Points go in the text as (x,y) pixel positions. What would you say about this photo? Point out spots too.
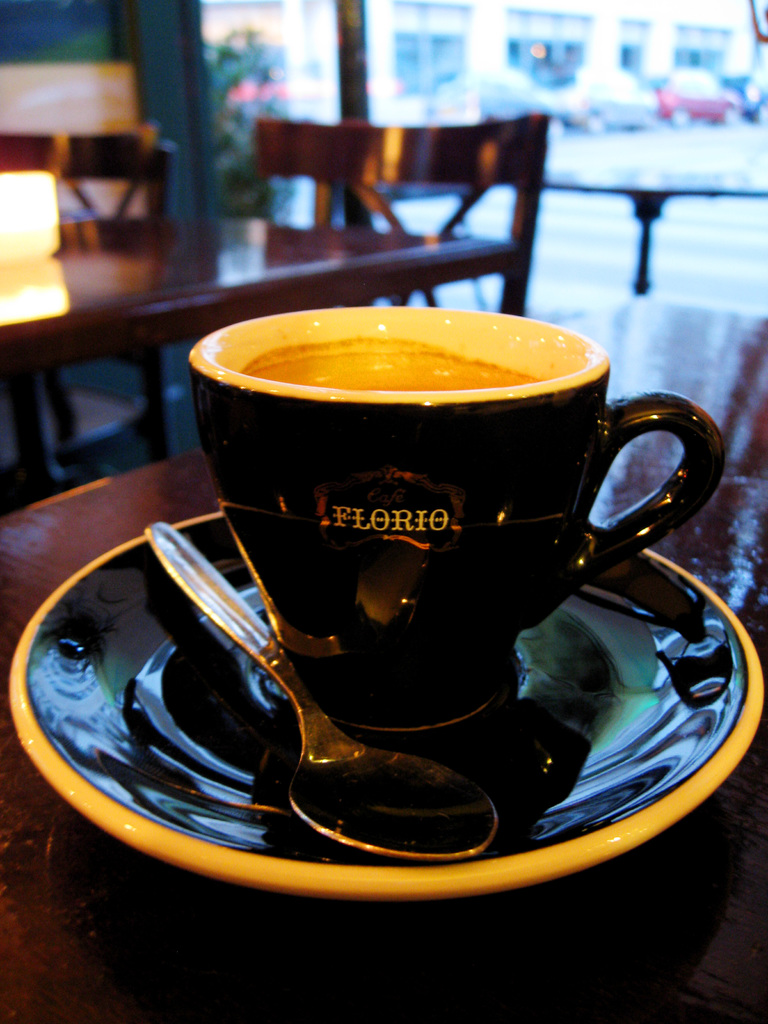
In this image there is a black color cup (338,653) kept in a black color saucer (196,714), there is a spoon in a table (748,398) and in back ground (553,4) there are chairs (464,142), car (551,114), building (571,76), plant (239,74), light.
